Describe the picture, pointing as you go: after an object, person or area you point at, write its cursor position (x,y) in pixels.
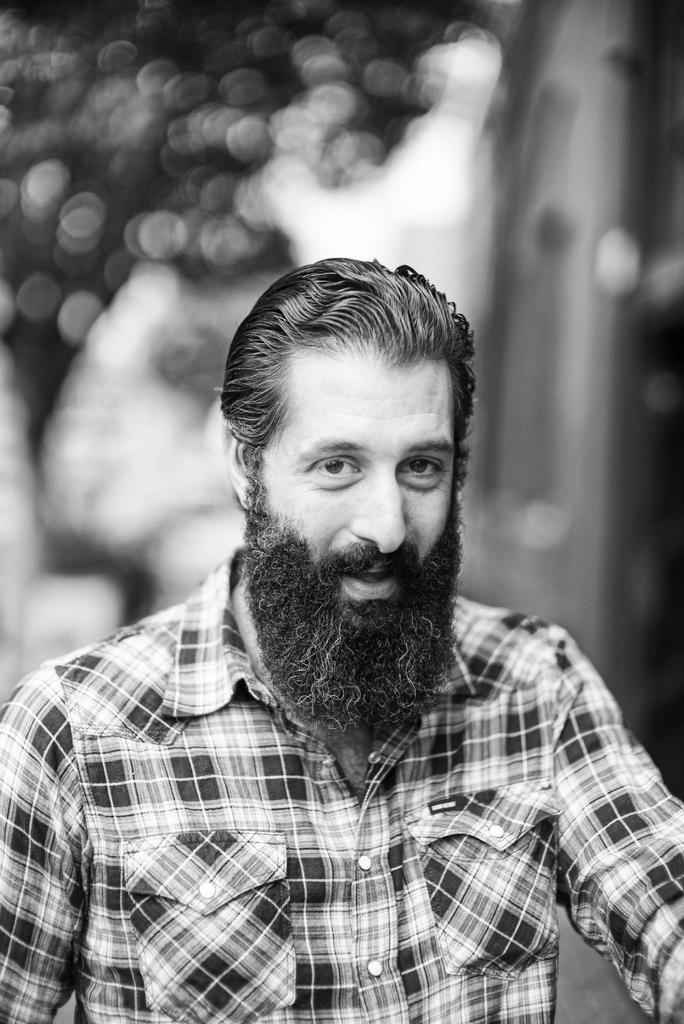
In the picture I can see a man (268,633) is wearing a shirt (221,816). The background of the image (339,54) is blurred. This image is black and white in color.
